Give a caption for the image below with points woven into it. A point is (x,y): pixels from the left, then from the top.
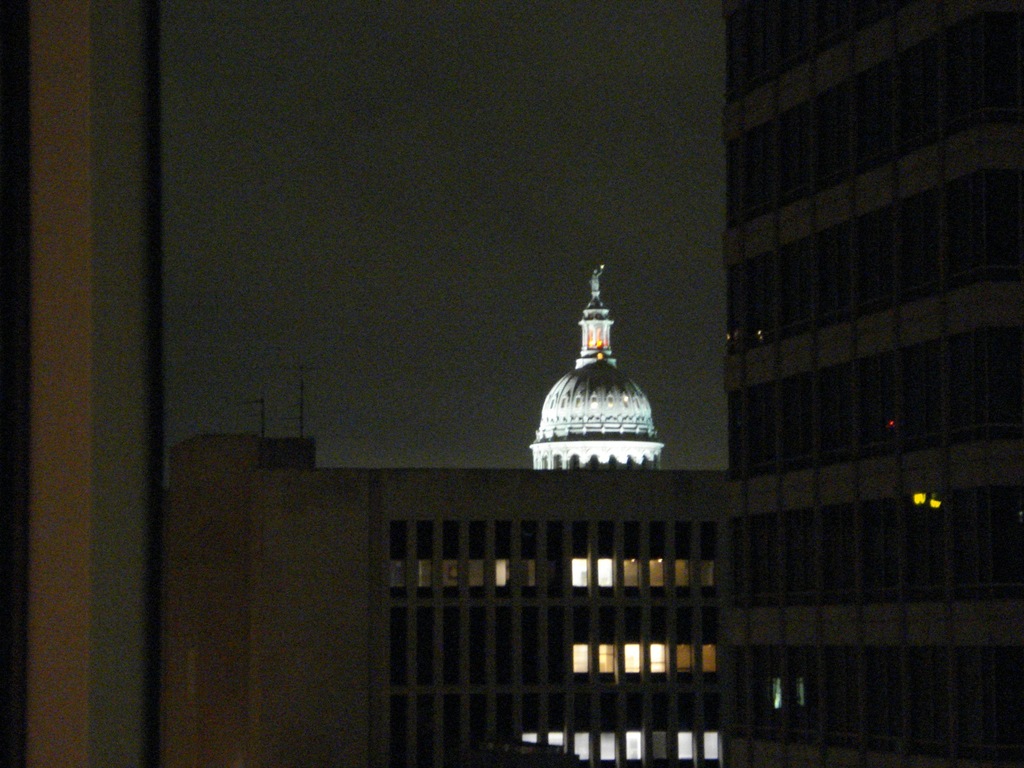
In the picture we can see buildings (555,442) and there is dark sky (303,231).
